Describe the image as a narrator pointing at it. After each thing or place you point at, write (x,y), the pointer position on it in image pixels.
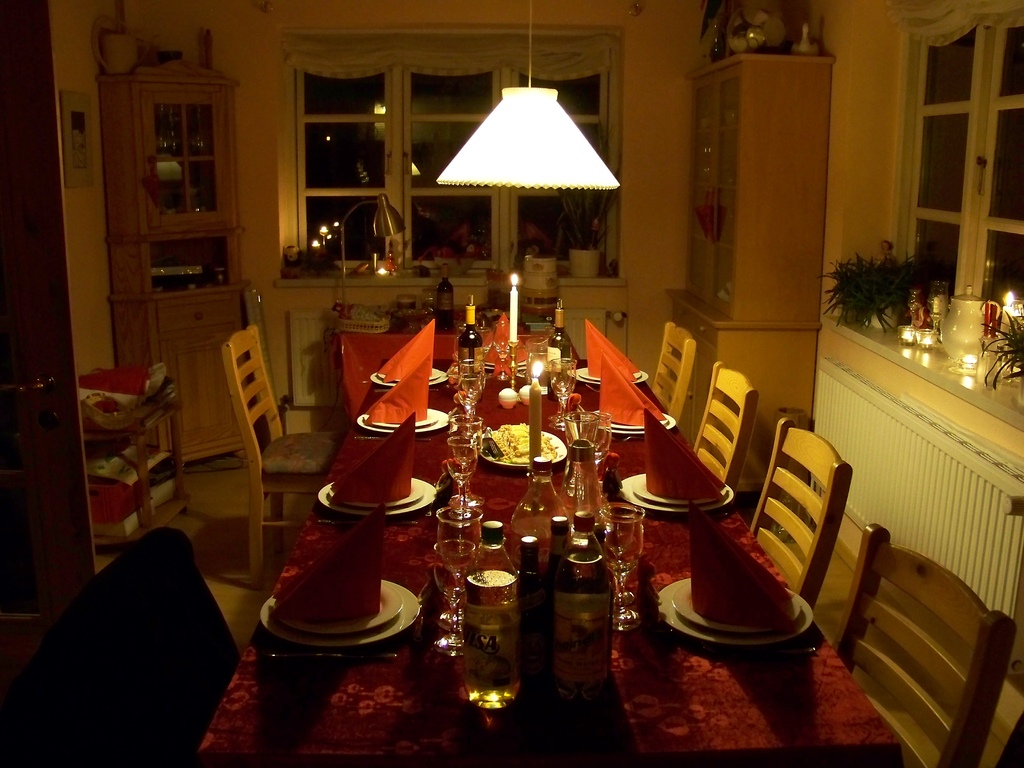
In this picture we can see a table (365,718) with plates (732,628), bottles (598,627), candles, glasses (632,540), clothes (525,477) on it and beside this table (458,372) we can see chairs (665,346) and in the background (353,121) we can see lamps (589,166), windows (377,171), cupboards (163,189), lights (900,334), jug (961,339), door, frame (86,182) on the wall (70,70) and some objects (880,307).
